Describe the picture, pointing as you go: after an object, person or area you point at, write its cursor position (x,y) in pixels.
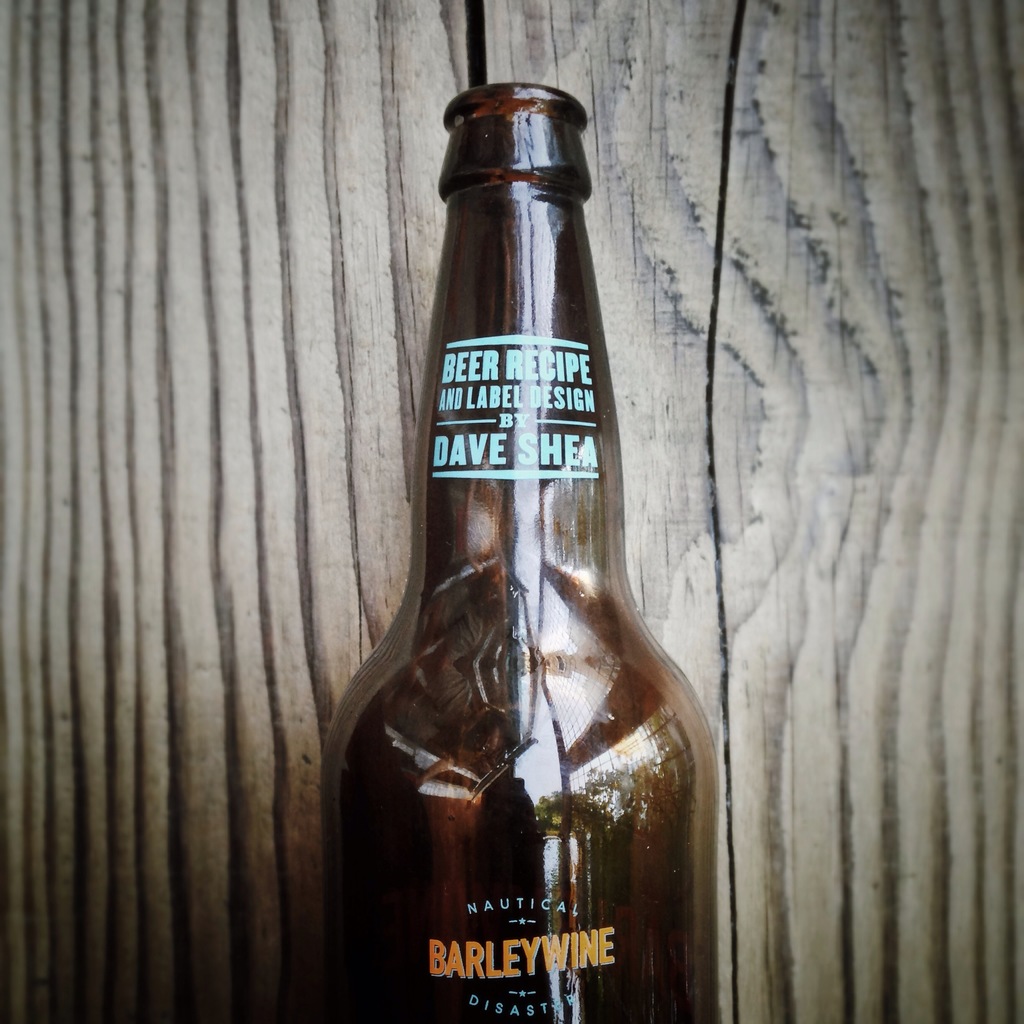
In this picture there is a bottle (577,739) which is brown in color. There is a background (244,746) which is having black shades (318,687) on it.
